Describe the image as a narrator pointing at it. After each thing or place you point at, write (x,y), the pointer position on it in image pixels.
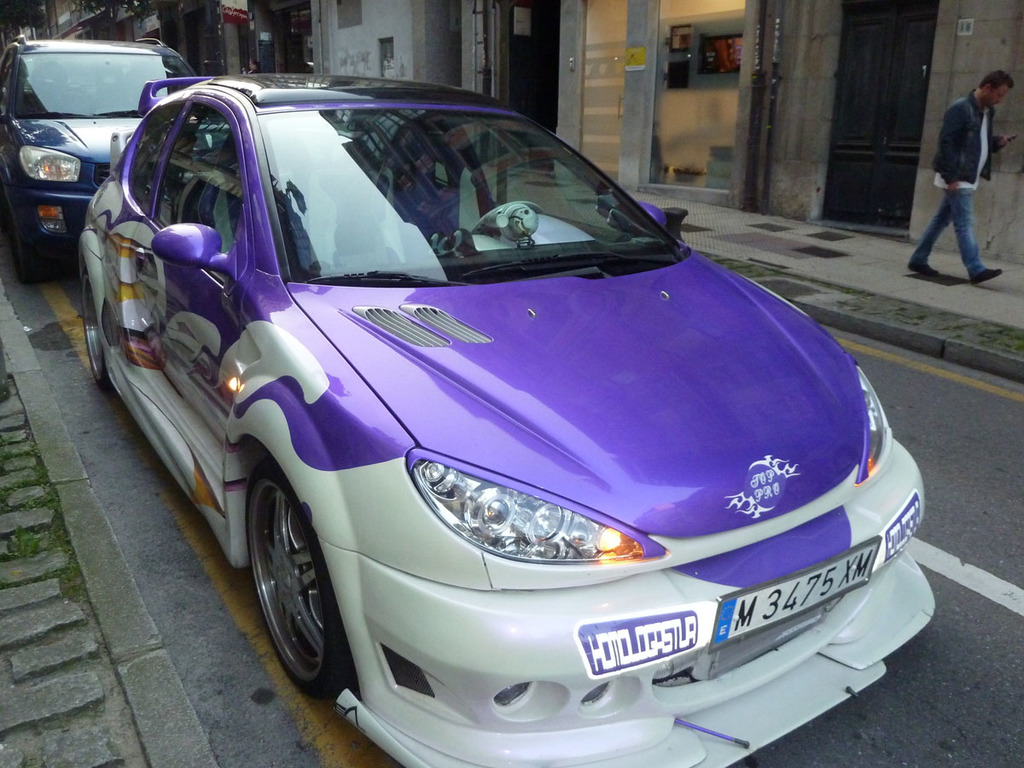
In this picture there is a car (354,359) in the center of the image (353,322) and there is another car (153,66) behind it and there are doors (293,40) and a person (992,122) in the background area of the image (578,85), there are trees (145,7) at the top side of the image (32,9).
